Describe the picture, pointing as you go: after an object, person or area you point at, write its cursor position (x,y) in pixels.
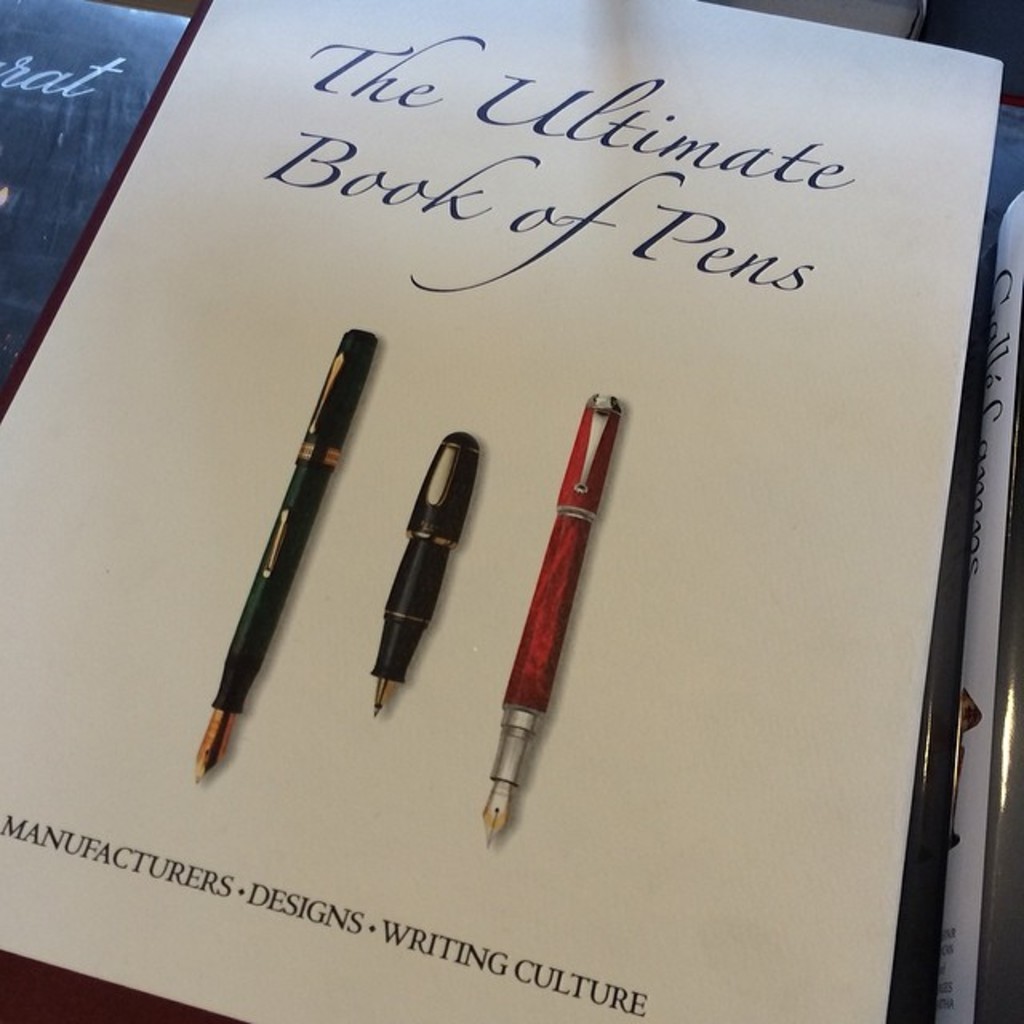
In this picture we can see books (167,367), there is some text (512,133) and pictures (564,634) of pens (580,529) on this book cover (402,565).
